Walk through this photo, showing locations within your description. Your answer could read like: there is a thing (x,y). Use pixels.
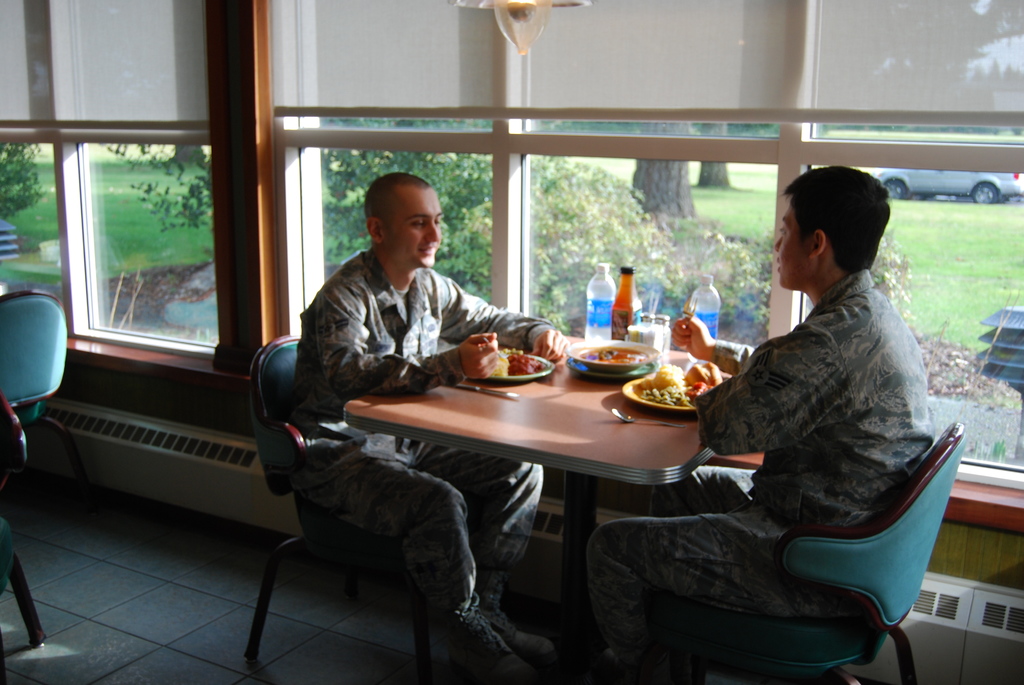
In the picture we can see inside view of the restaurant (85,511) with two people (616,574) are sitting and having something and beside them, we can see a wall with a glass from it, we can see some plants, grass surface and a part of the car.
